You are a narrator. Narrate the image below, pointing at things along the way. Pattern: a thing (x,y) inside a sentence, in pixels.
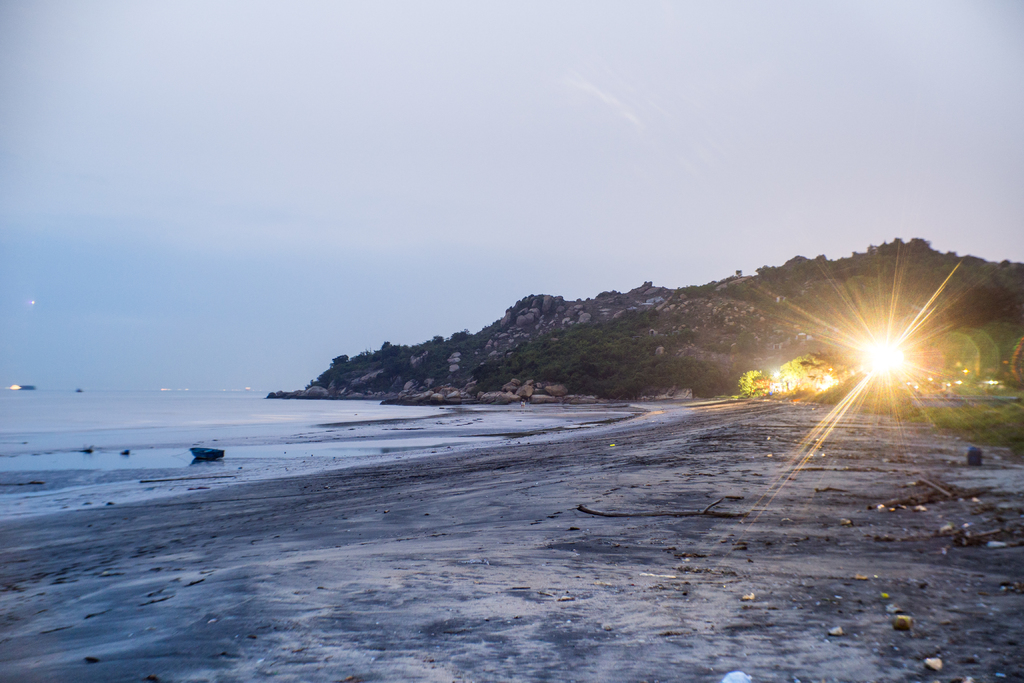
In this image I can see few trees (938,273), mountain (818,291), light (867,363) and water (65,405). The sky (184,213) is in blue and white color.
